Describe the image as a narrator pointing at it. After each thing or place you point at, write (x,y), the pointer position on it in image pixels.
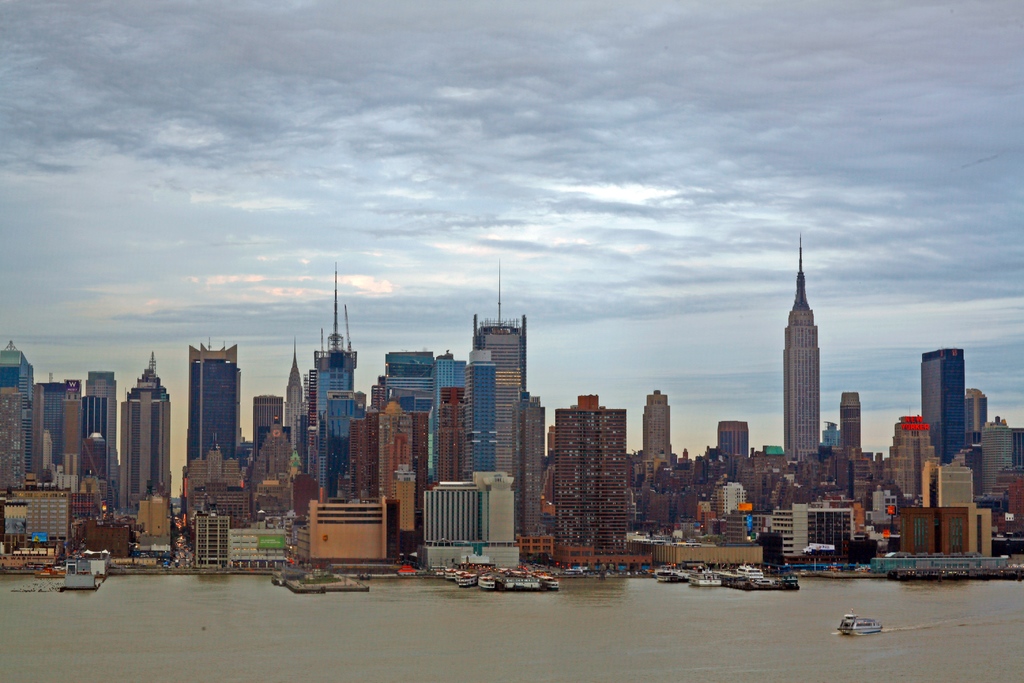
In this image we can see a few boats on the water (684,634), there are some buildings (221,420) and in the background (455,207) we can see the sky (613,208) with clouds (613,208).
